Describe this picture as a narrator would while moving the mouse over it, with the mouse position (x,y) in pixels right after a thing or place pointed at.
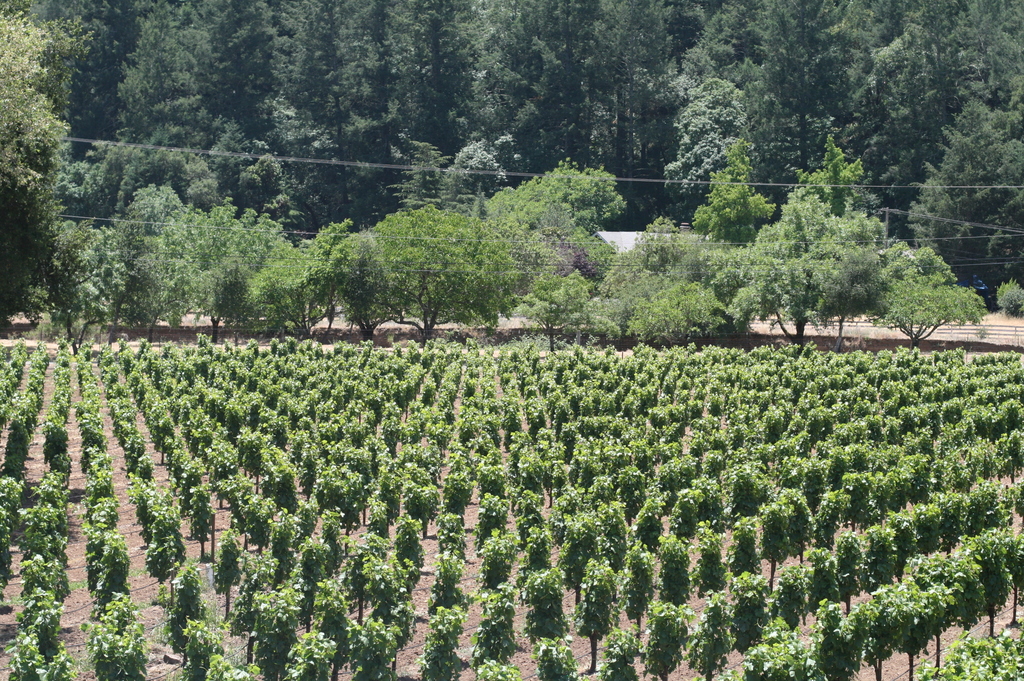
In the image there is a field (190,429) and behind the field (395,389) there are plenty of trees (572,233).
